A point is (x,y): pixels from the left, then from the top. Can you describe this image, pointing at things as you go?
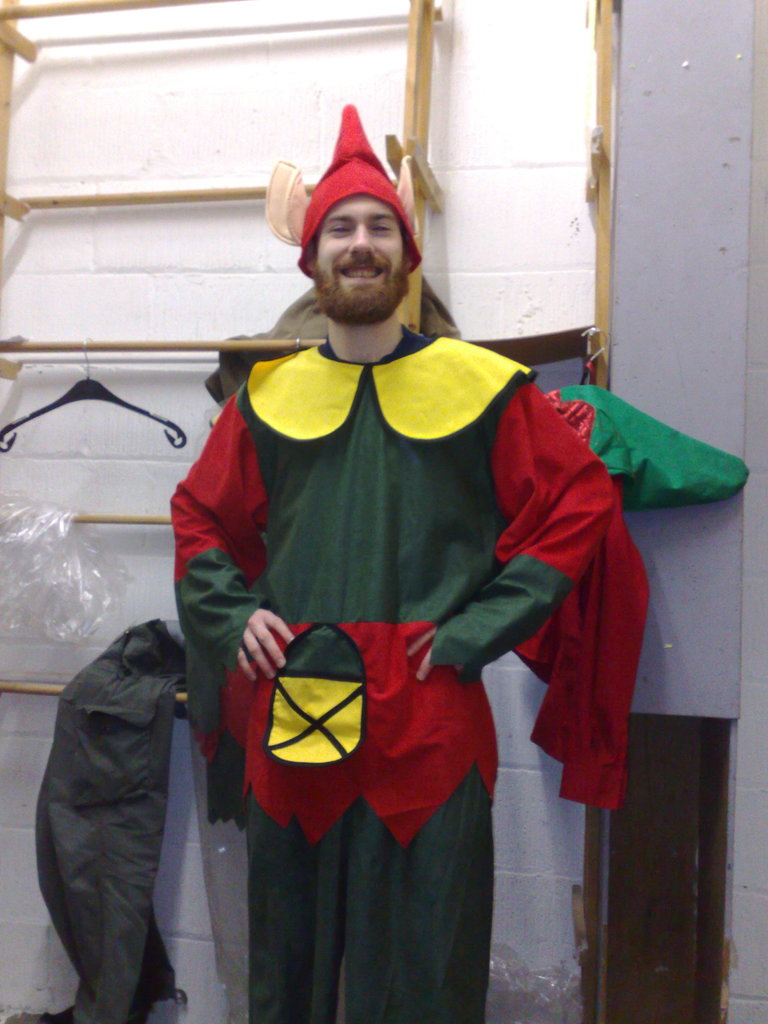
In this picture there is a man (430,551) wearing green and red color joker dress (415,545), smiling and giving a pose into the camera. Behind there is a white wall (403,68) and wooden hanging cloth stand (438,201).
